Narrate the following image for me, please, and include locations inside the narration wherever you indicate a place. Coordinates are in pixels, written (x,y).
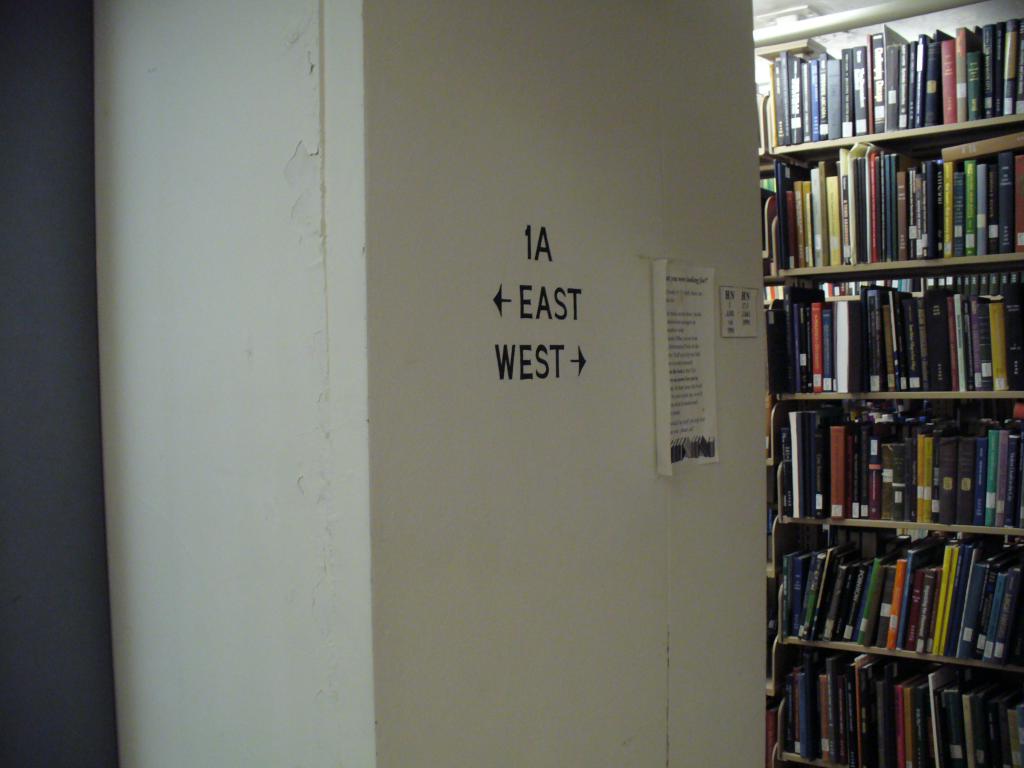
In this picture there is a wall (561,82) in the center of the image (682,505) and there is a bookshelf (894,306) on the right side of the image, there is a poster (692,332) on the wall (610,338).
